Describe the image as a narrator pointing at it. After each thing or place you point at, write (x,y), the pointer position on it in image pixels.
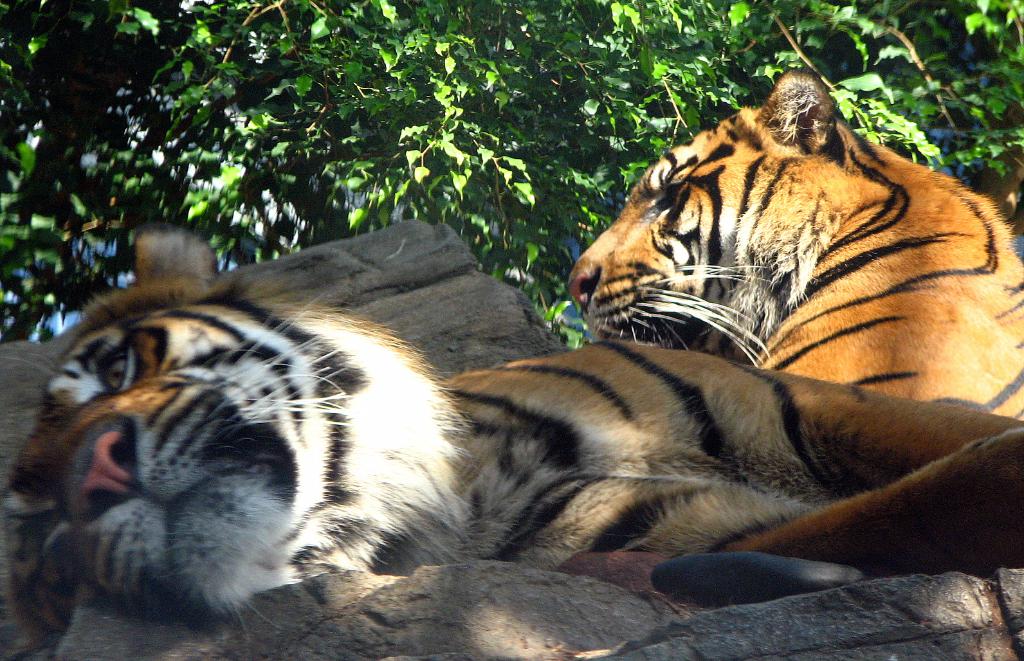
Here we can see tigers (772,415). In the background (473,173) there are trees (541,108).
